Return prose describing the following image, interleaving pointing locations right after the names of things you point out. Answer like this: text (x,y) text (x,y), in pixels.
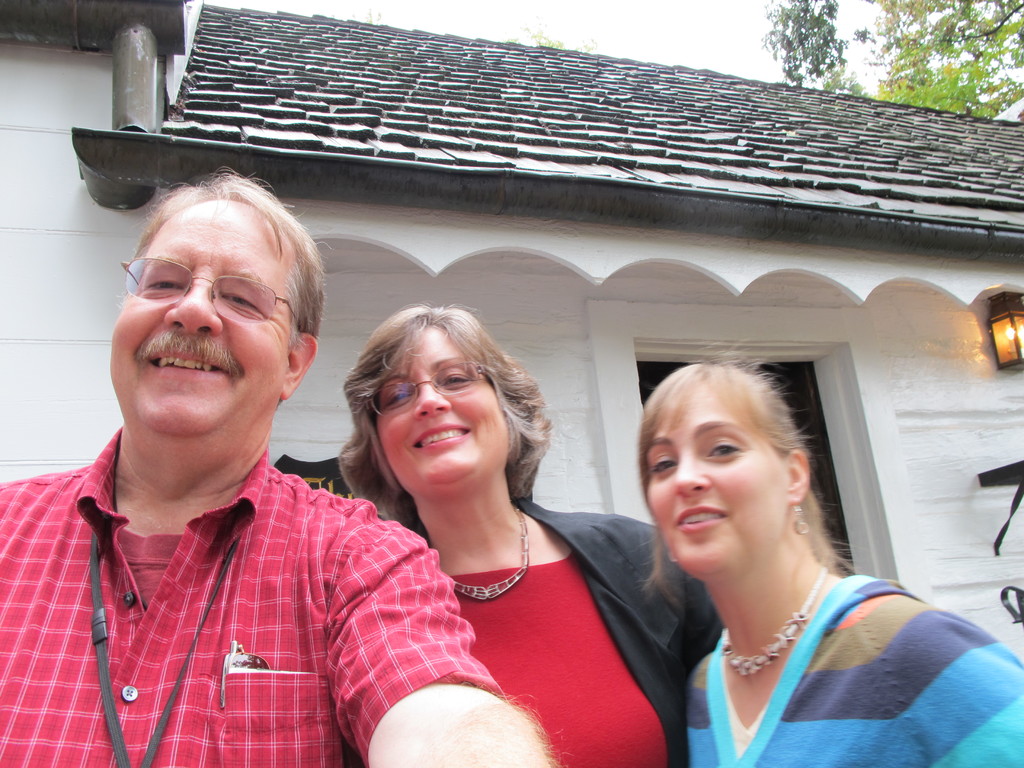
The picture is clicked near a house (13,168). In the foreground of the picture (589,551) there are two women (564,643) and a man (249,543) smiling, behind them there is a door (810,392) and a name board (329,461). At the top (973,23) there are trees (963,34). On the right (1007,329) there is a lamp (1009,324).
